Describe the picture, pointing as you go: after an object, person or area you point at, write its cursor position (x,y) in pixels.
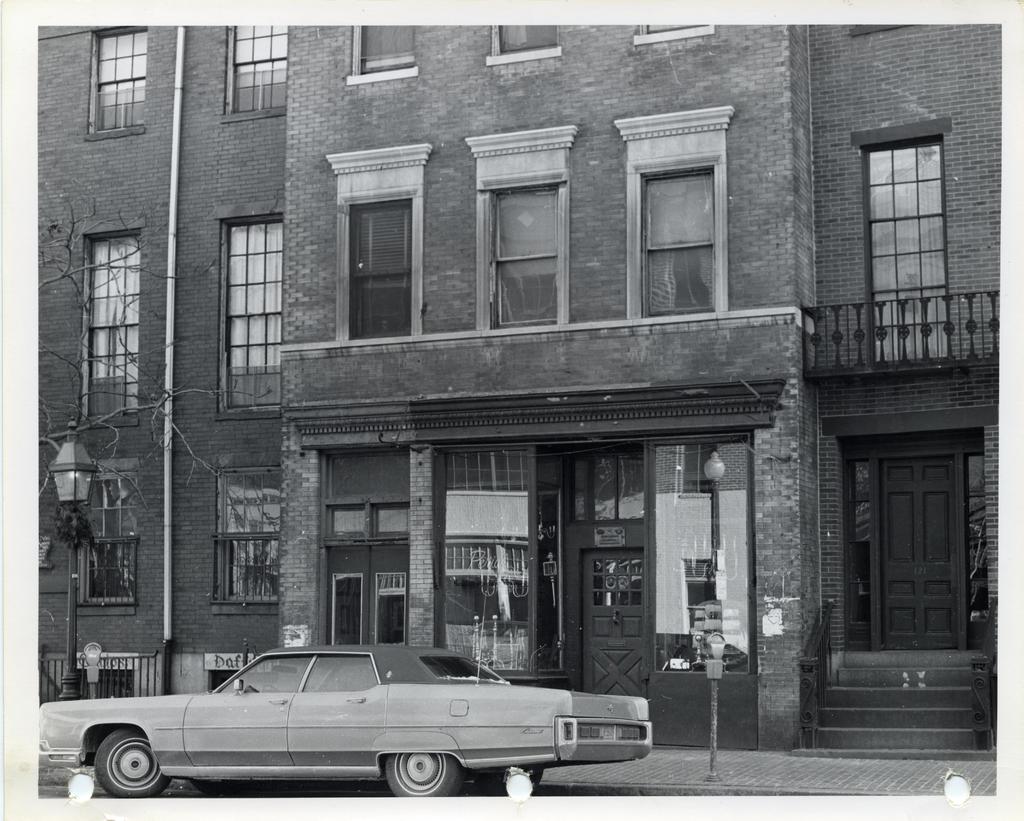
In the picture we can see a black and white photograph of a part (815,444) of the building (795,483) with many windows (503,315) and door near it, we can see two poles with lamps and near it we can see a vintage car (209,774) is parked.
